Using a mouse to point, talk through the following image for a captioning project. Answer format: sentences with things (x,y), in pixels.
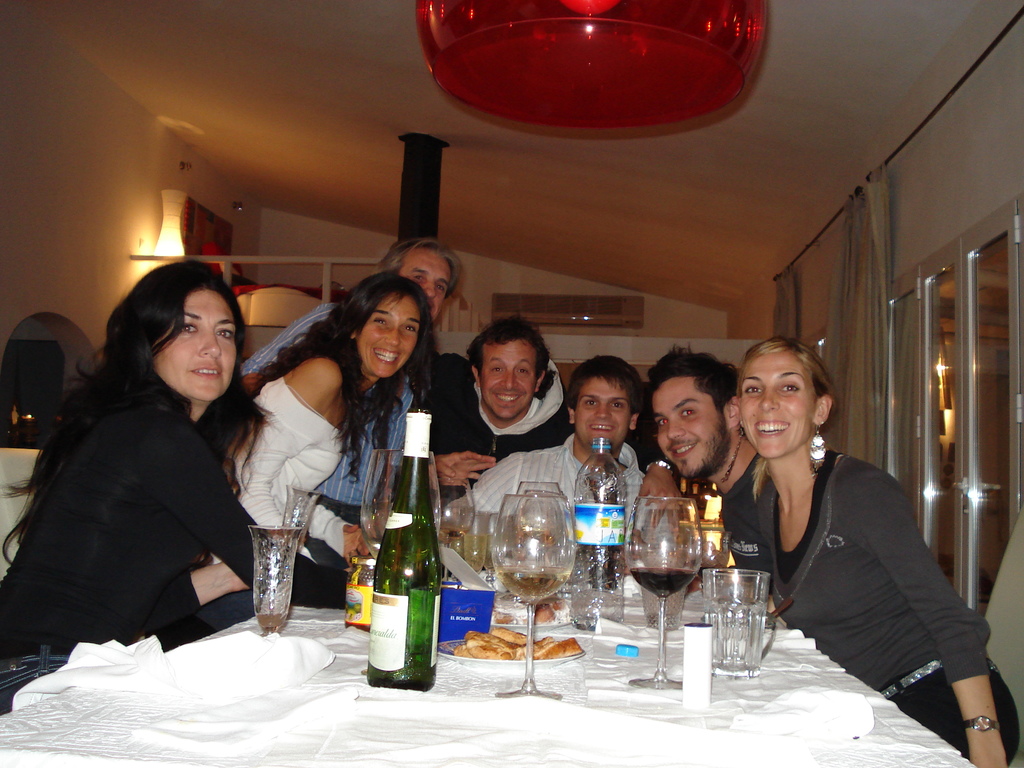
In the picture we can see three women (26,566) and four men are sitting and they are smiling and they are near the table (128,764), the table (675,766) is with white cloth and on it we can see a wine bottle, glasses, and water bottle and some plate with food item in it and we can also see some tissues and in the background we can see a wall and on it we can see a lamp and beside them we can see a wall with glass windows (936,303) and curtains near it.
